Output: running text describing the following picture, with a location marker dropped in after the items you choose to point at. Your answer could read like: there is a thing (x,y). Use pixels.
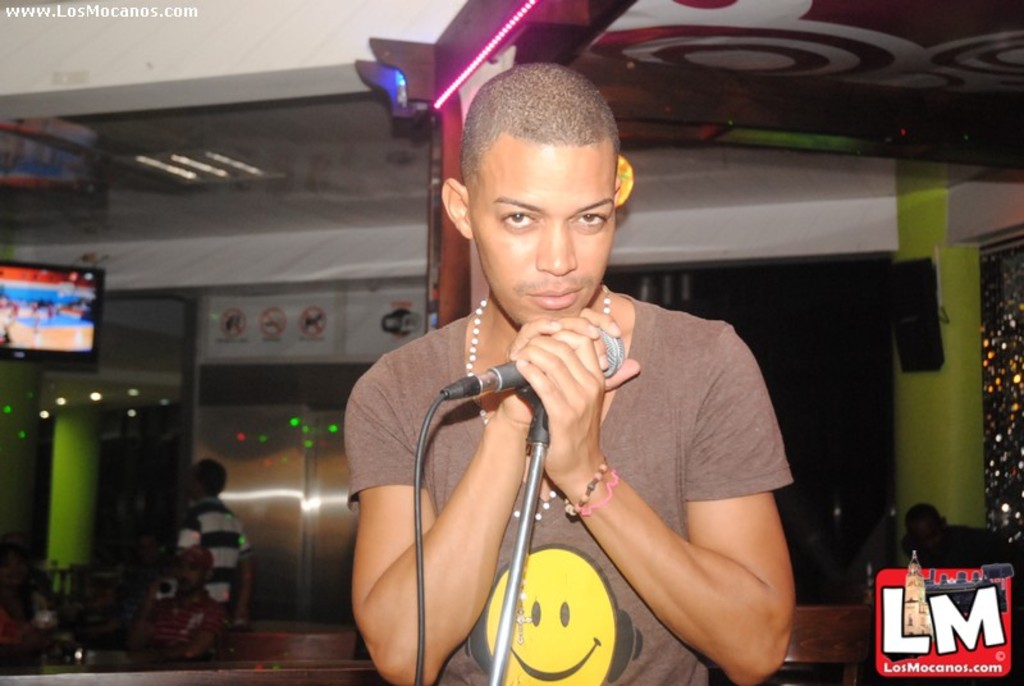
In this image, in the middle (554,317) there is a man (562,383), he wears a t shirt (578,531), he is holding a mic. At the bottom (910,638) there is a text (899,670). In the background (948,549) there are people (215,575), tv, lights (500,34), posters (393,324), roof (326,85), text (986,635).
